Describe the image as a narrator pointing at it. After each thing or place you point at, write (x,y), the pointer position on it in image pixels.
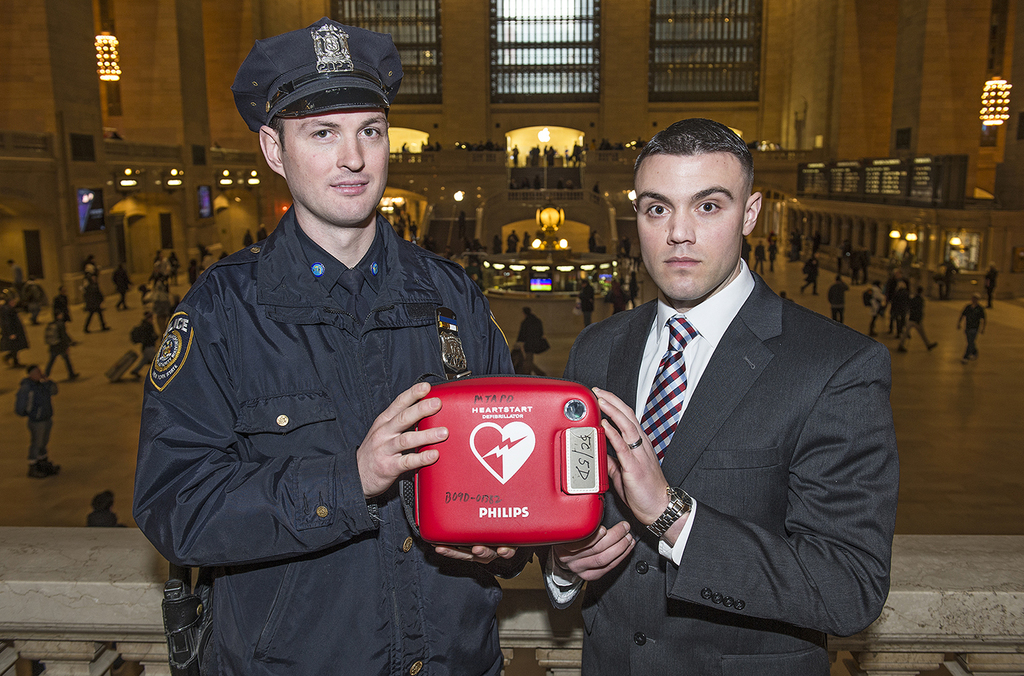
In this picture we can see two men (219,367) are standing and holding some machine (497,465) with their hands (397,433) and in the background (481,229) we can see some more persons (66,298) walking, wall (64,61), light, balcony (630,163) and on left side (314,90) person (443,301) is smiling.
